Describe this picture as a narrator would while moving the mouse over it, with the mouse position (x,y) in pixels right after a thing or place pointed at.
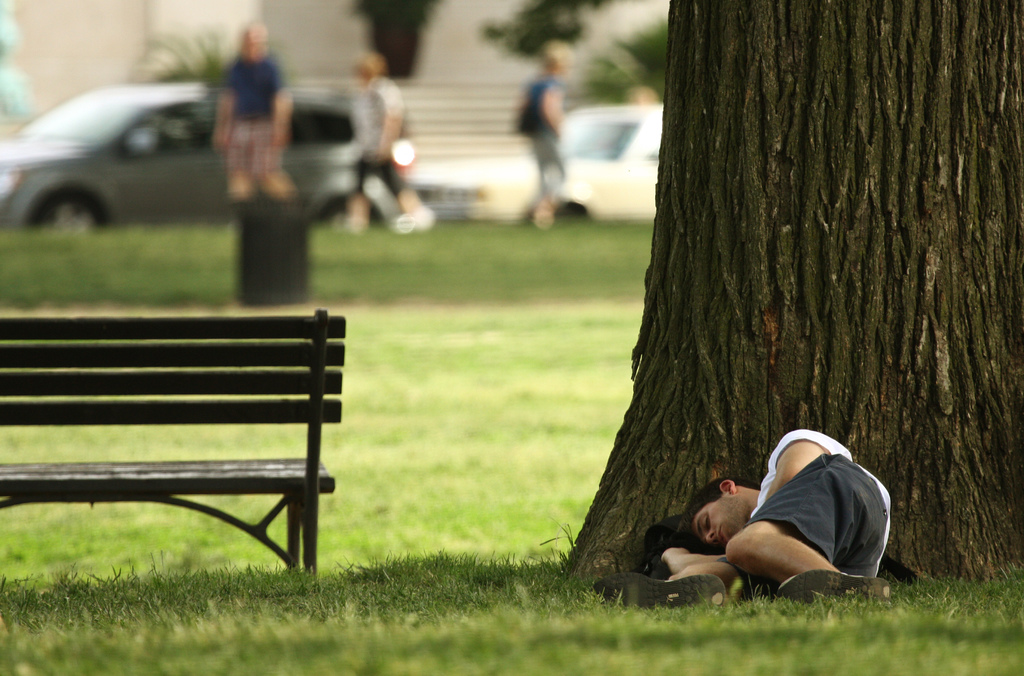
In this image we can see a person (767,515) lying on a grass field (576,361), we can also see bark (884,224) of a tree (764,458), a bench (313,481) and some people (546,163). In the background (663,54), we can see some plants (658,66) and vehicles (323,206).
